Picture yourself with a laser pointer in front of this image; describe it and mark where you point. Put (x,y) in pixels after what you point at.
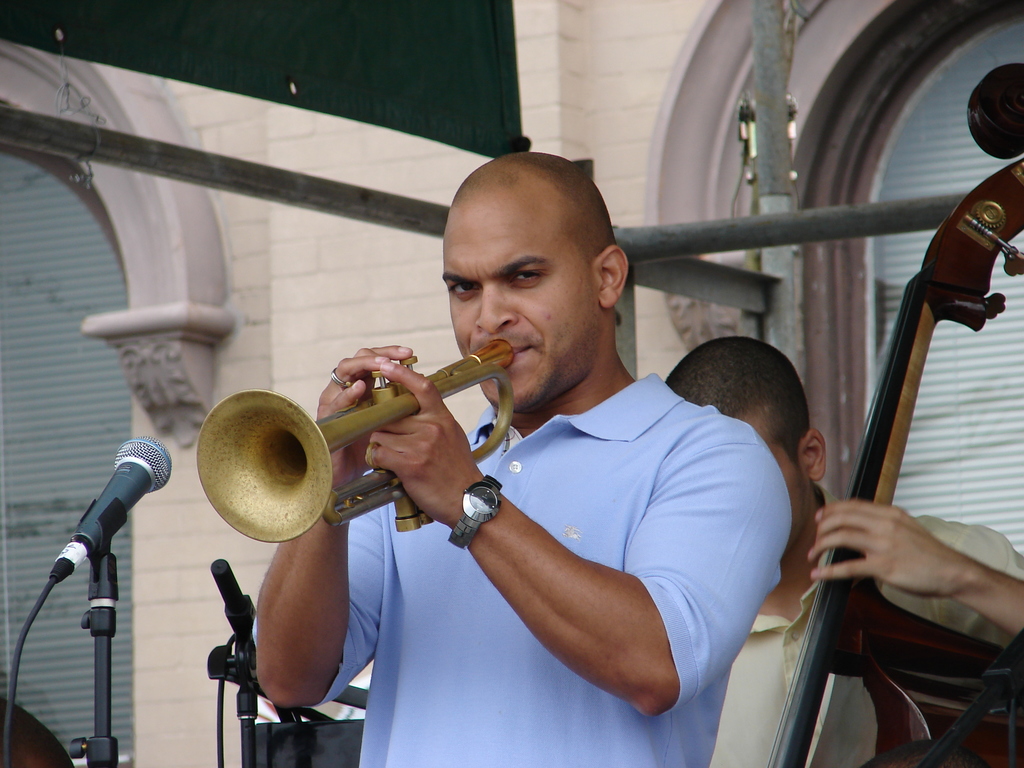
In this image there is a person (527,753) standing and holding a trumpet (450,370), and at the background (428,355) there is another person (758,724) standing and holding a musical instrument (802,707), mics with the mike stands (112,613), building (126,581).
